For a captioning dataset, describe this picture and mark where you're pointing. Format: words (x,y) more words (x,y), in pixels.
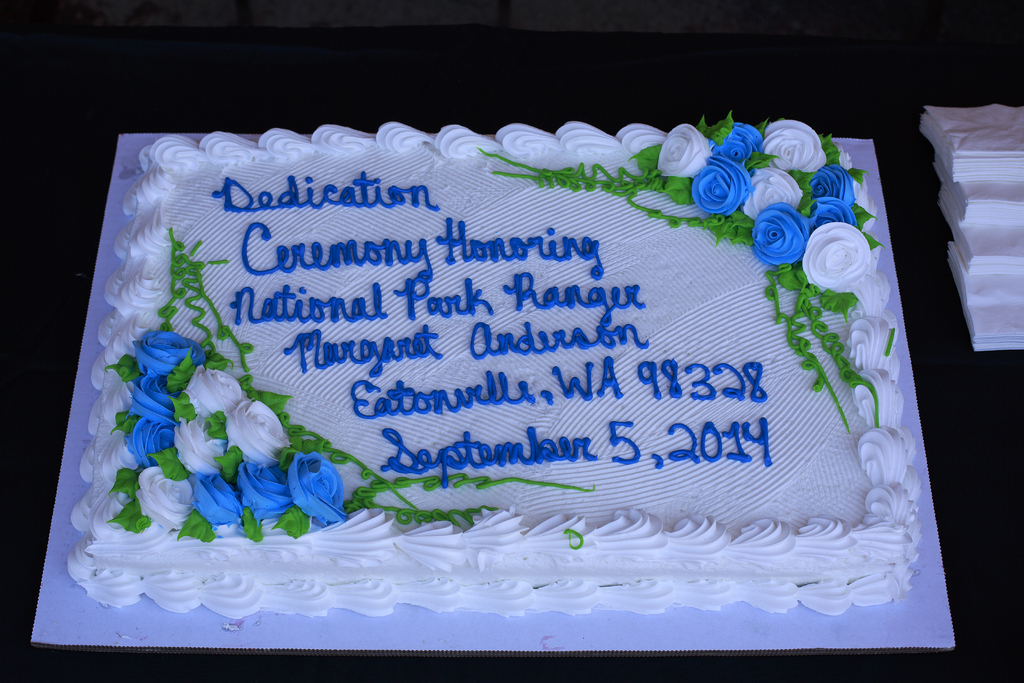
In this image I can see a tray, cake (814,419) and tissue papers (996,186) are on the black surface (996,353). Something is written on the cake (402,179).
